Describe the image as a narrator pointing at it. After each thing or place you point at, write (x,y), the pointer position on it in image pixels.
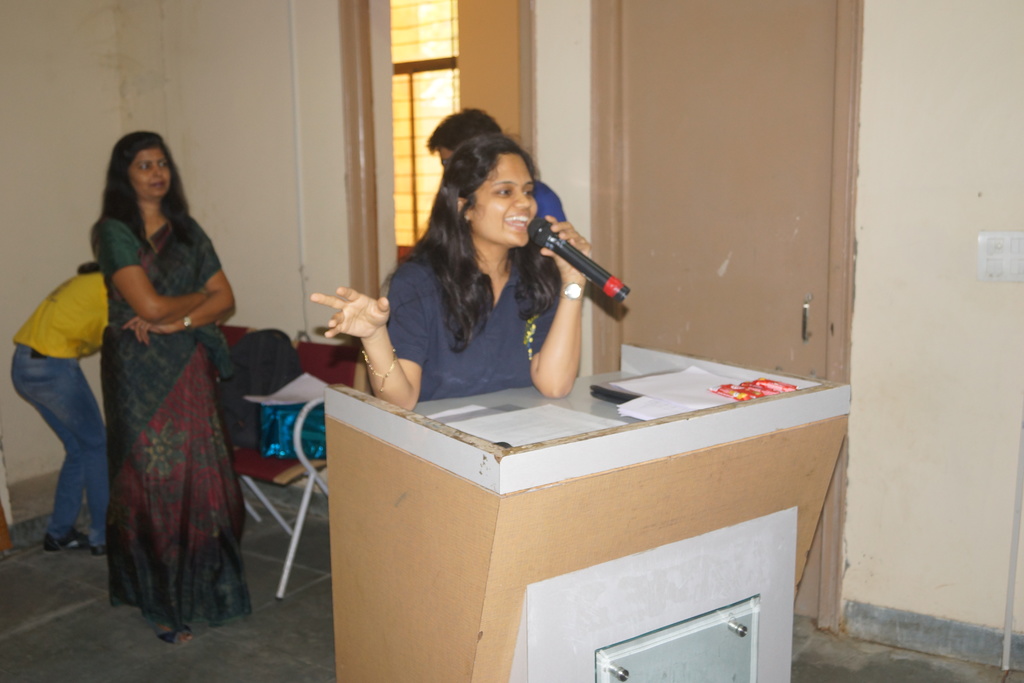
In the center of the image (509,379) we can see a woman (462,383) standing near a speaker stand (525,492) containing some papers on it. She is holding a mic (593,267). On the backside (226,557) we can see some people (225,558) standing on the floor (41,590), a chair (252,451) with bag (250,424) and papers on it. We can also see a wall (241,203), pipe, window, door (839,284) and a switch board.
